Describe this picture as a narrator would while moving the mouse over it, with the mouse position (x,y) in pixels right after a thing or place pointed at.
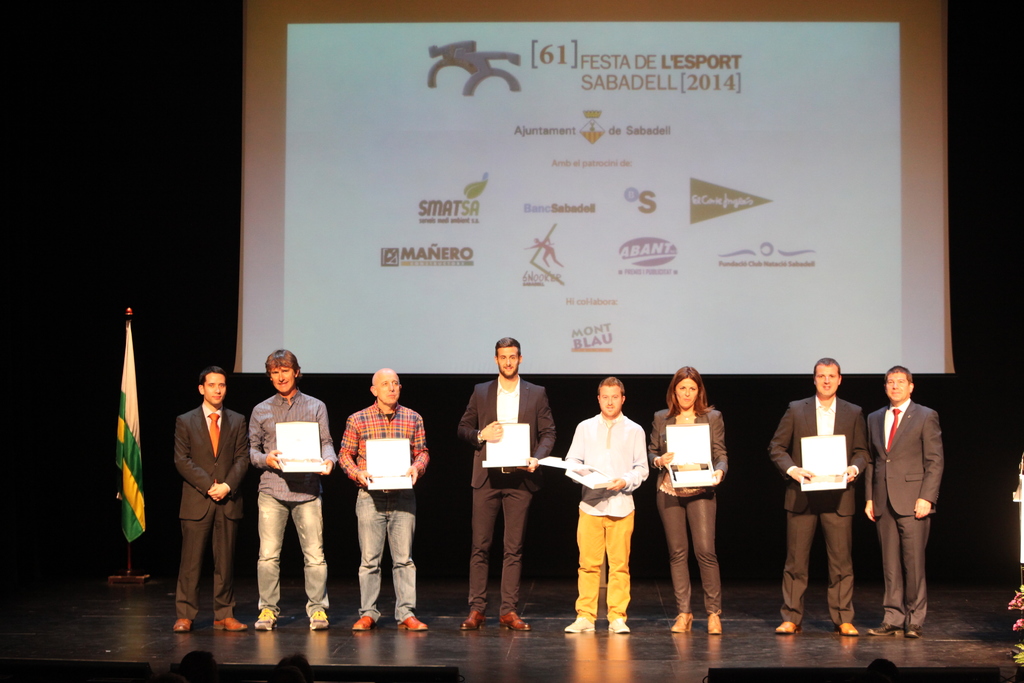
There are people (671,542) standing, among them these people (260,426) are holding boxes (281,451). We can see flag (131,500) with stand (130,548). In the background (182,132) it is dark and we can see screen (488,195). At the bottom of the image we can see people heads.
